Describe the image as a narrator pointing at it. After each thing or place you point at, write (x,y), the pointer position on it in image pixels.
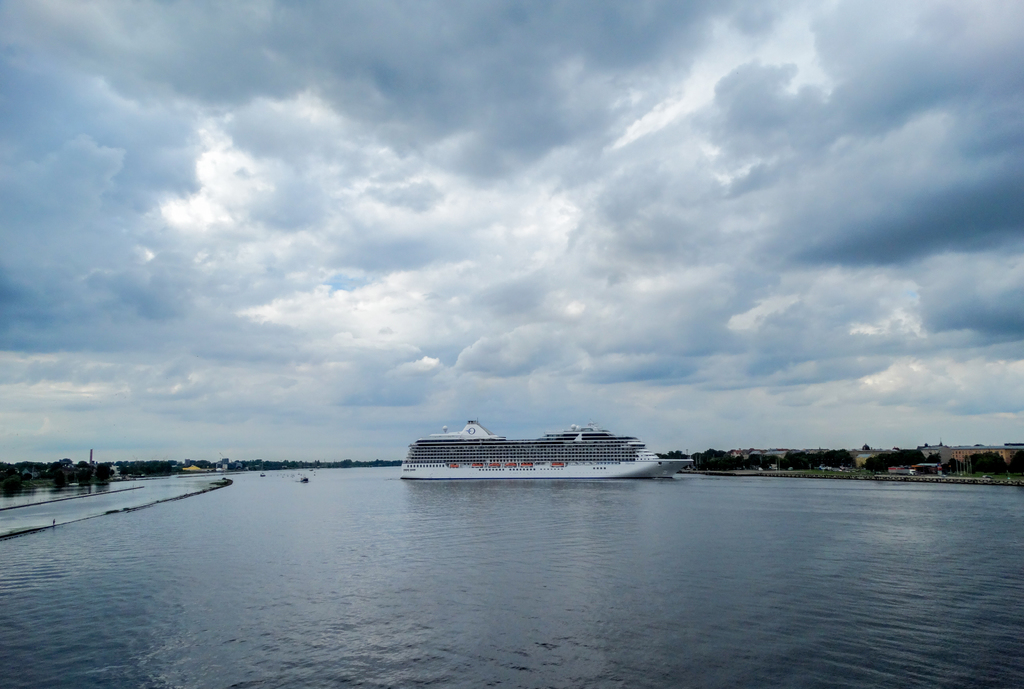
In this image I can see the water surface (536,635). I can see a ship (594,457) on the water surface (629,496). I can see few trees (11,473). At the top (317,72) I can see some clouds (400,175) in the sky (380,213).
